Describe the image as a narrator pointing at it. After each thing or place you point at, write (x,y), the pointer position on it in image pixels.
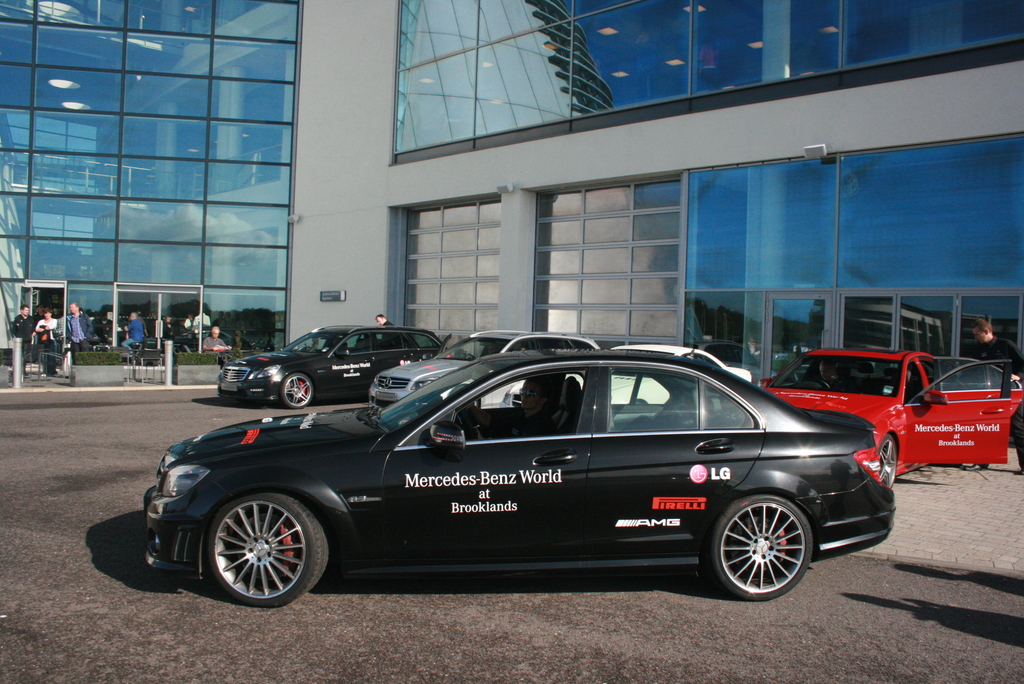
In the middle of the image (359,339) there are some vehicles (396,337). Behind the vehicles (282,349) there are some plants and few people (1023,370) are standing and walking. At the top of the image (269,2) there is a building (78,188).
